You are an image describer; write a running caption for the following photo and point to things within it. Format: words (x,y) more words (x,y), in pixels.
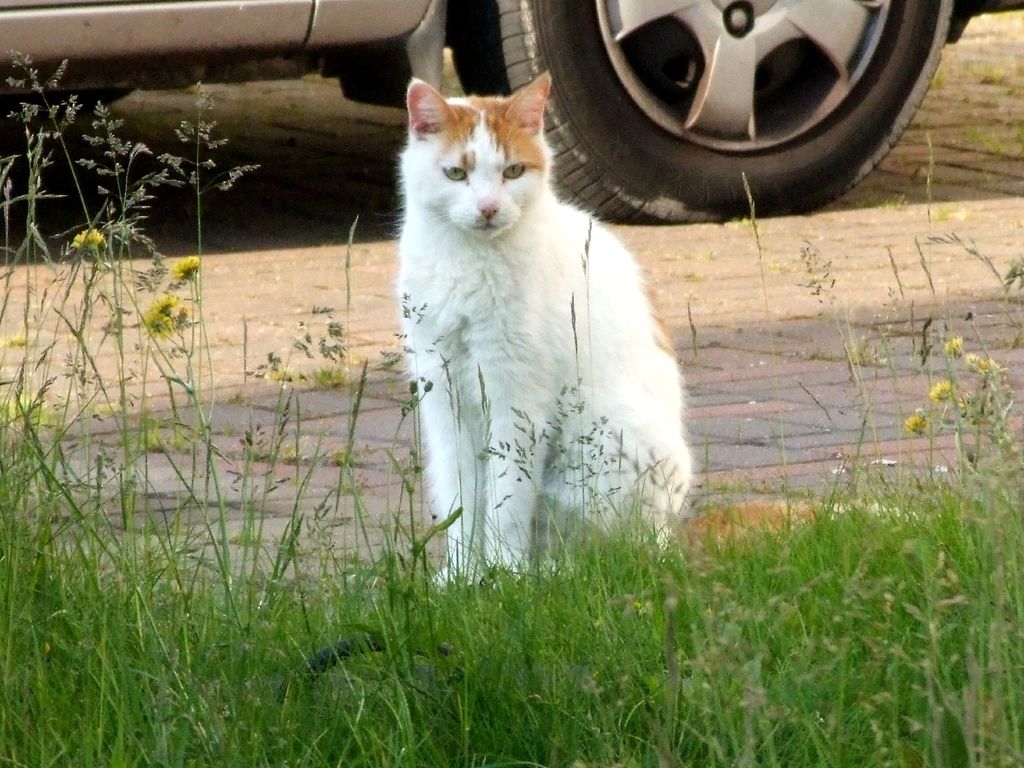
In the center of the image (634,385) there is a cat (533,378). At the bottom (188,663) there is grass (811,626). In the background (756,204) there is a car (791,50) on the road (806,232).
